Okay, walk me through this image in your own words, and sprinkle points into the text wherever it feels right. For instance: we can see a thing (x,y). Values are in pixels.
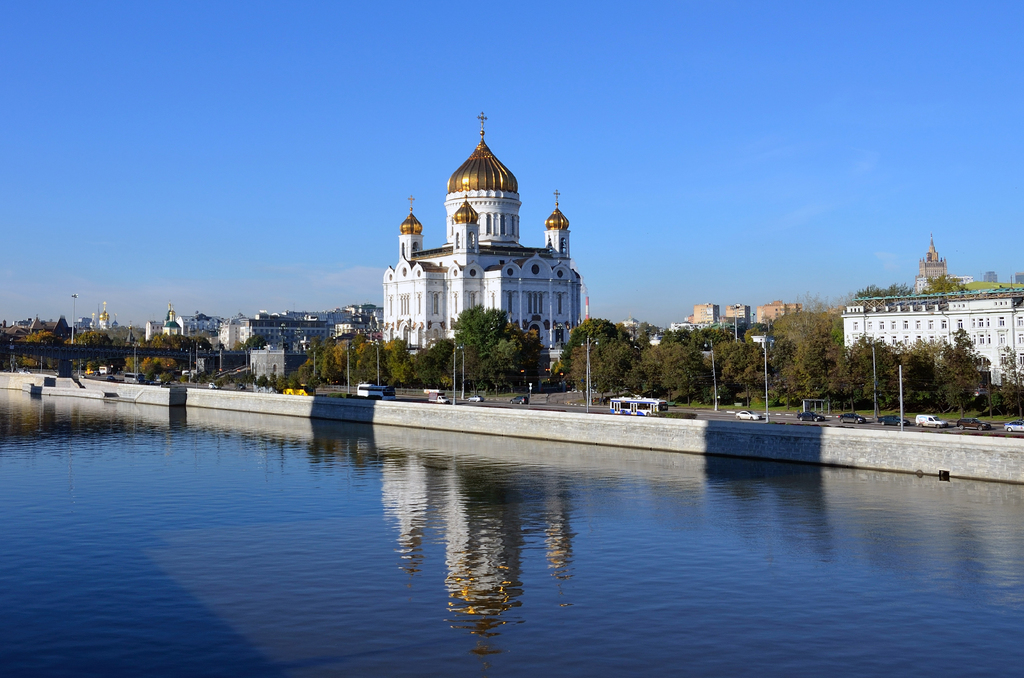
In the foreground of the image (508,499) we can see some water body (305,532). In the middle of the image (520,253) we can see a road (673,410), vehicles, trees (667,348), buildings (290,360) and cathedral of christ the saviour (468,228) is there. On the top of the image (426,104) we can see the sky (566,110).
